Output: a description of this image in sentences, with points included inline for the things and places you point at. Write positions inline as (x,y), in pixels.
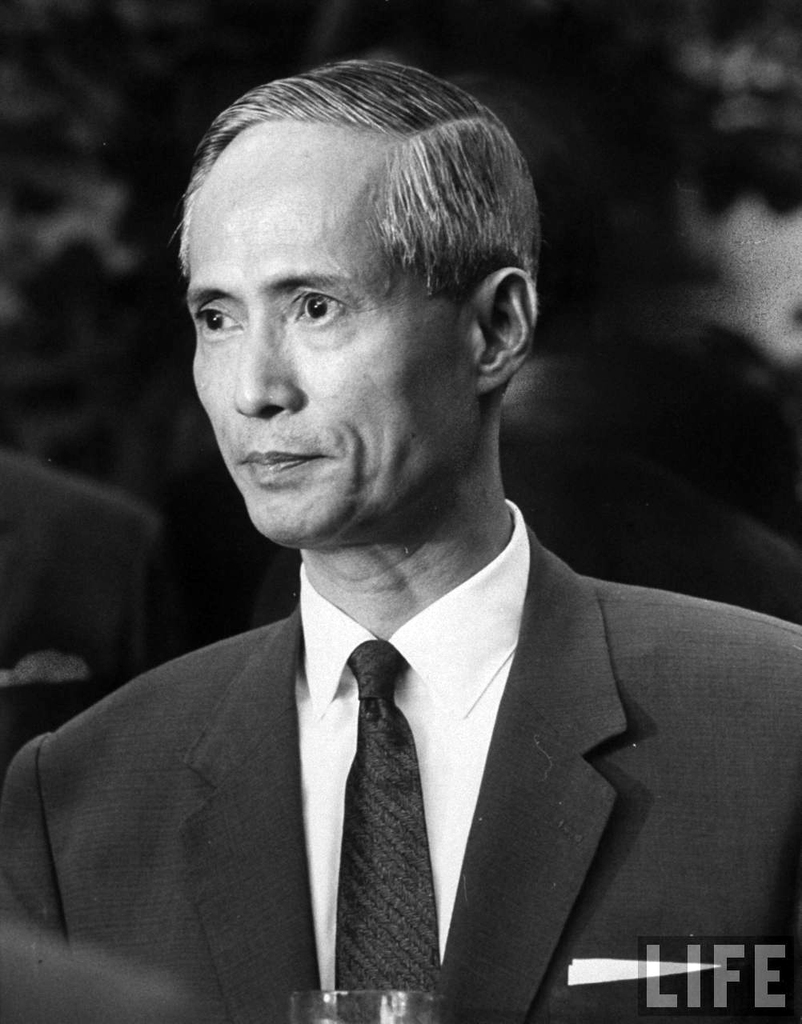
In this image I can see a man (261,631) in the front (312,754) and I can see he is wearing formal dress (387,811). On the bottom right corner of this image (788,1012) I can see a watermark (679,961) and I can also see this image is black and white in colour.
